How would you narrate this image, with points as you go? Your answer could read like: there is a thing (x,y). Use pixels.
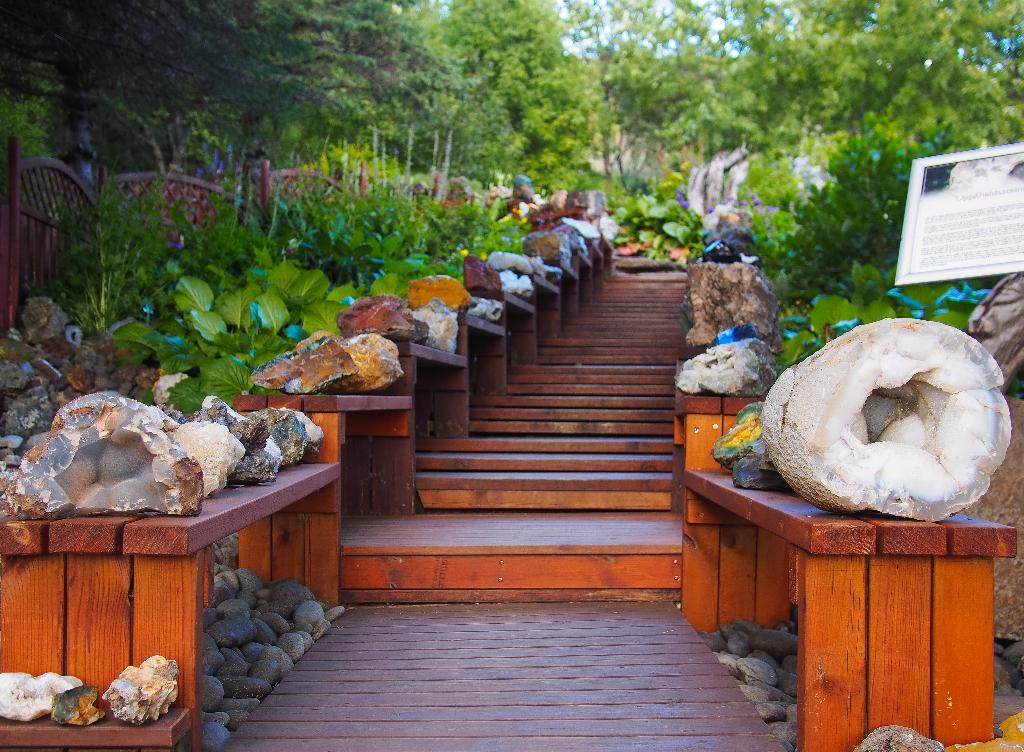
In this image we can see few stairs (620,360), benches (577,290) on both sides, there are few stones (767,320) on the bench (728,406) and under the bench (151,535), and there are few plants (266,298) and trees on both sides of the image, there is a wooden fence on the left side (261,201) and a board (920,186) with text (989,196) on the right side of the image (967,222).
